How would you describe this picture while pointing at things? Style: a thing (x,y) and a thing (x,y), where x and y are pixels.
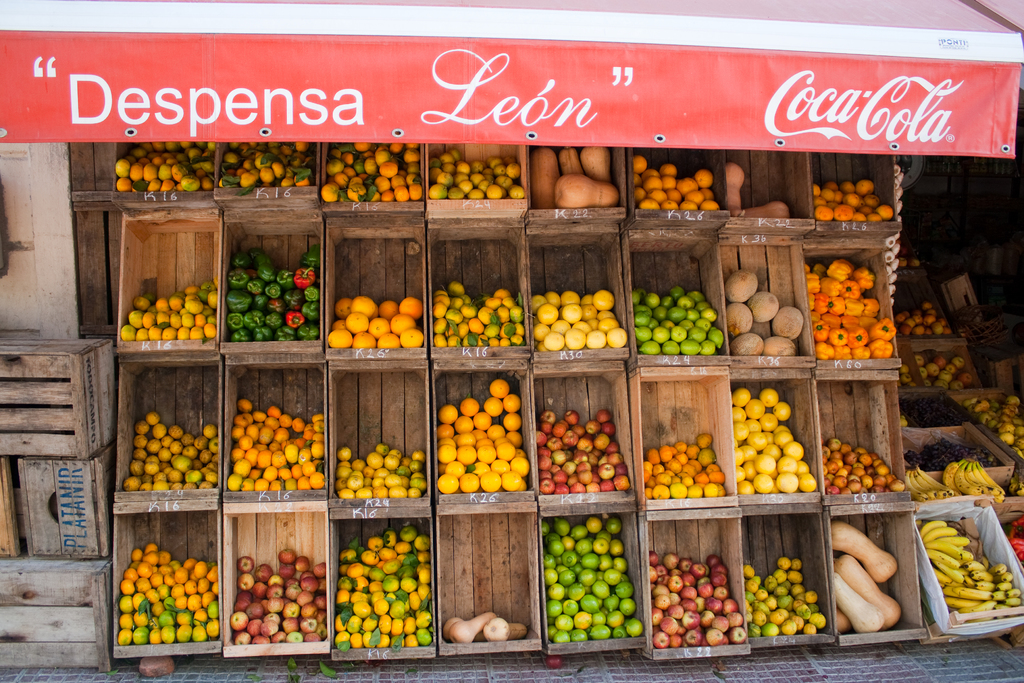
In this image we can see a fruit store (648,438). The fruit boxes (279,397) are placed one on the other.
